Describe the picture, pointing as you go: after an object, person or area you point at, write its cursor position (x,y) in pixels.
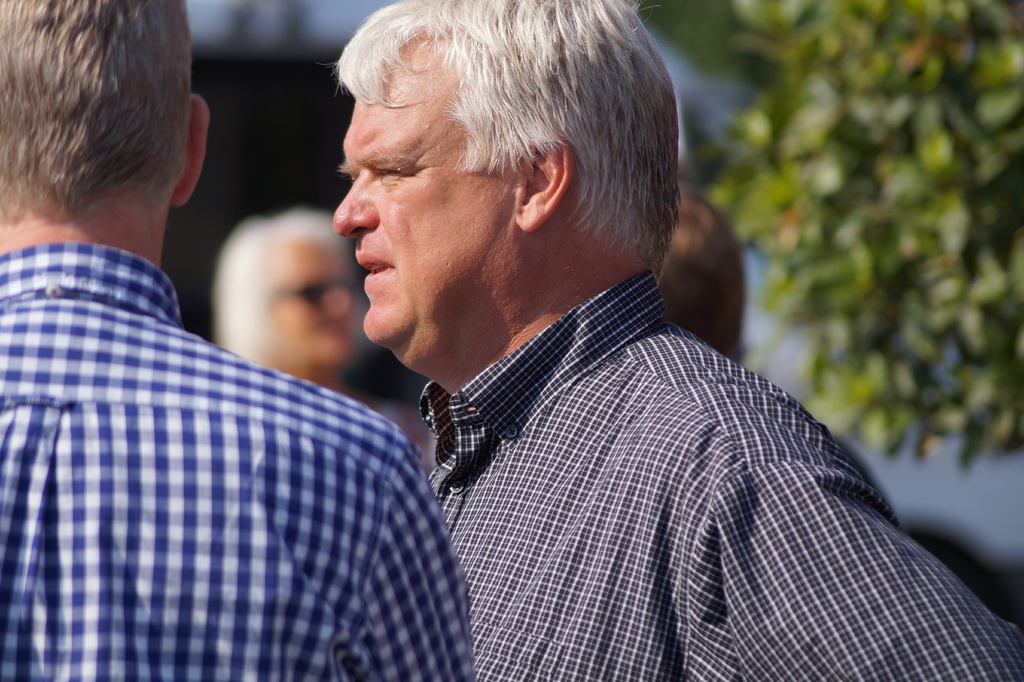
In this image I can see two persons (528,333). In front (394,474) the person (275,484) is Wearing blue and white shirt (252,484), and the person (626,480) at right (688,480) wearing black and white shirt (711,449), at back (251,298) I can see few other persons (703,294) standing, trees (843,161) in green color.
